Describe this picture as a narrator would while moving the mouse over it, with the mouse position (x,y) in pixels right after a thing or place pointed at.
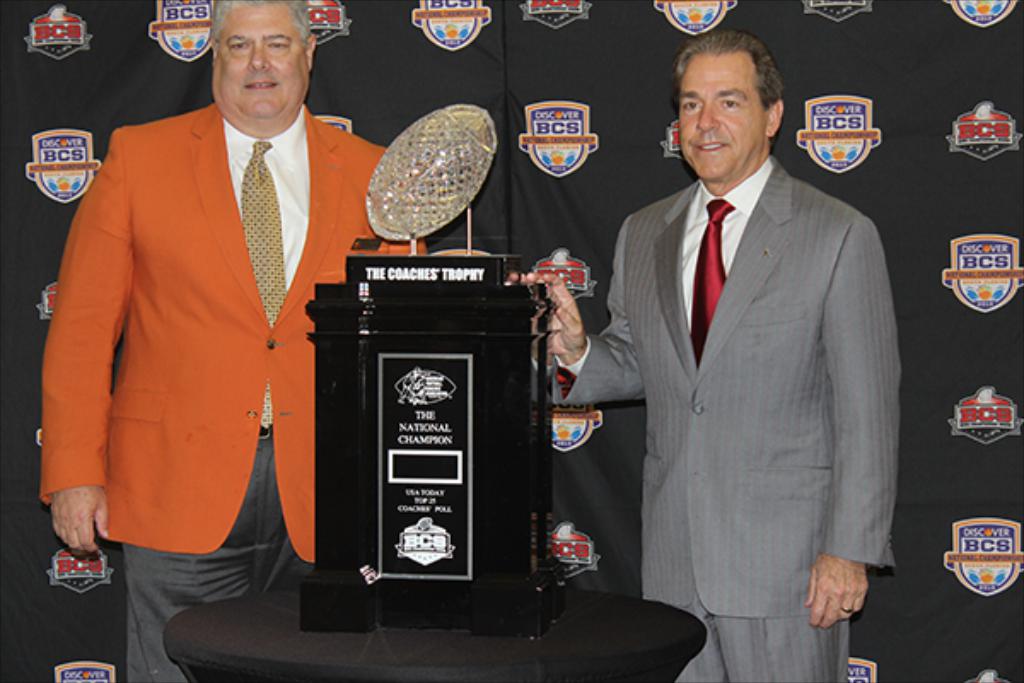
On the left side (294,330), there is a person (285,326) in an orange color suit (240,321), smiling and standing. Beside him, there is an object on a platform (507,636). On the right side (762,607), there is a person (763,188) in a gray color suit (707,378), smiling, standing and placing a hand (510,280) on that object (496,384). In the background (1012,112), there is a banner (750,6).
